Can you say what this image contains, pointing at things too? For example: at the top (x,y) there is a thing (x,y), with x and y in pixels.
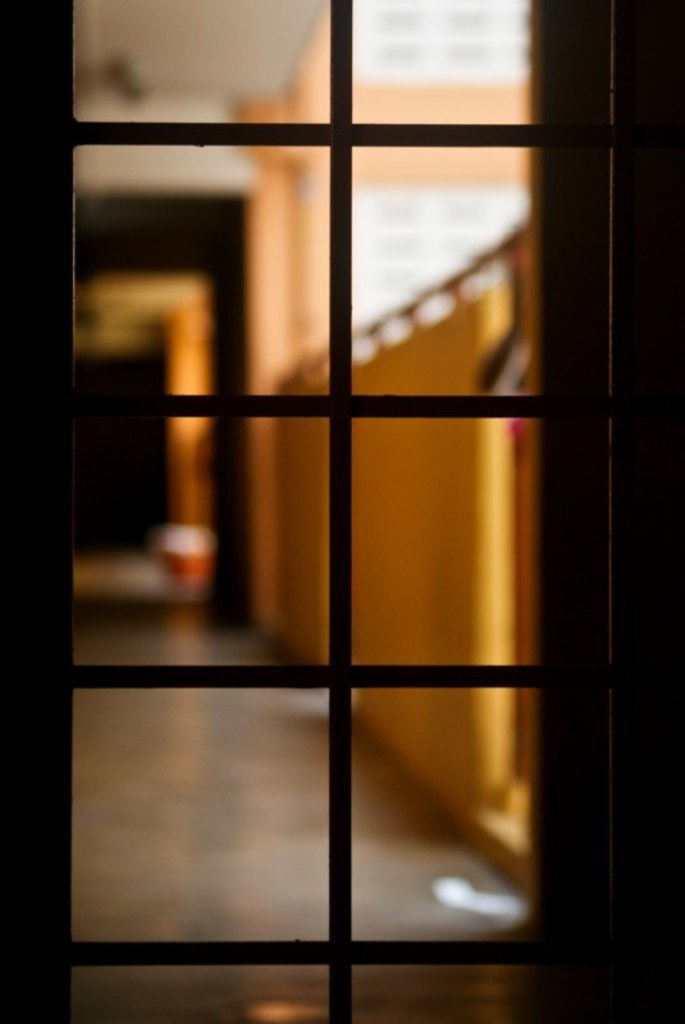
This is an inside view. Here I can see a glass door (311,729). Behind the door (341,616), I can see the floor (245,743) and the walls (327,285). The background (445,625) is blurred.
